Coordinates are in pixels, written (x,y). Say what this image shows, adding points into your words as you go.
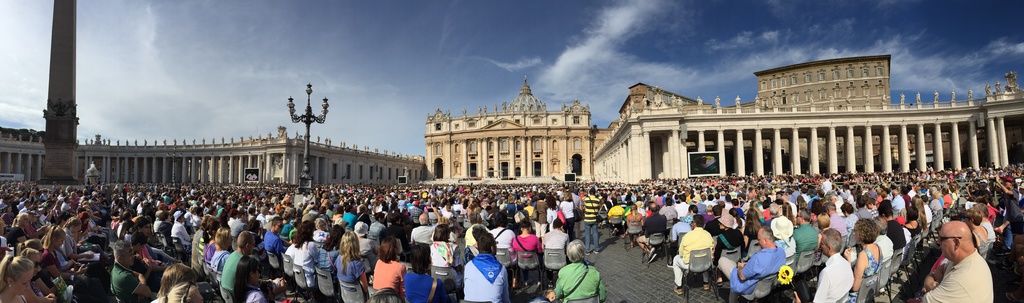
In this image we can see a crowd of people (198,252), among them some are standing on the floor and some are sitting on the chairs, in front of them there are some buildings (536,138), we can see there are some windows (575,124), pillars (740,155) and lights (297,116), in the background (357,115) we can see the sky (769,61) with clouds (672,64).
